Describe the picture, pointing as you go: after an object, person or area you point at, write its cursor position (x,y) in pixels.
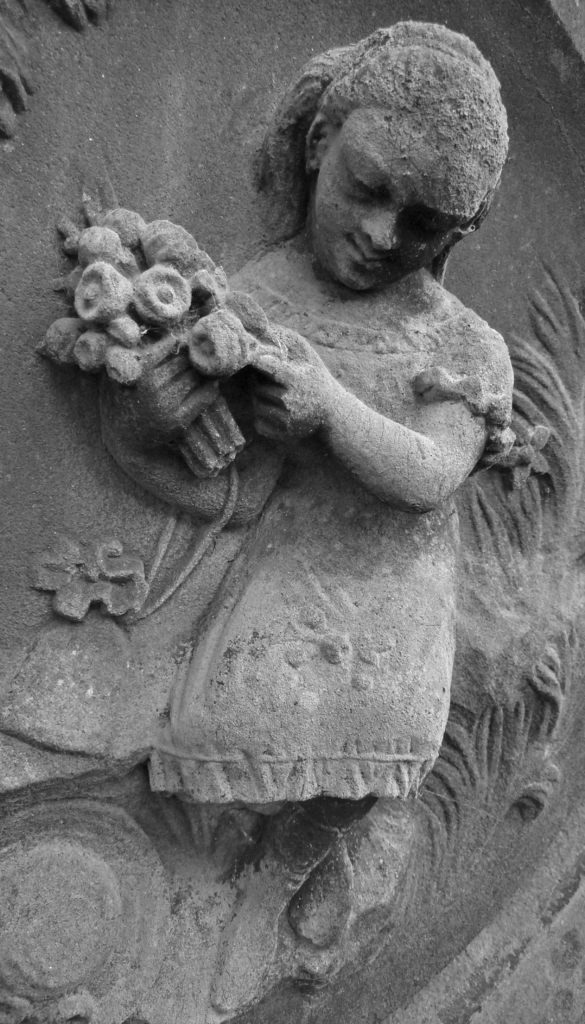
In the image there is a carving (267,673) of a girl (323,631) and some plants (528,480).
